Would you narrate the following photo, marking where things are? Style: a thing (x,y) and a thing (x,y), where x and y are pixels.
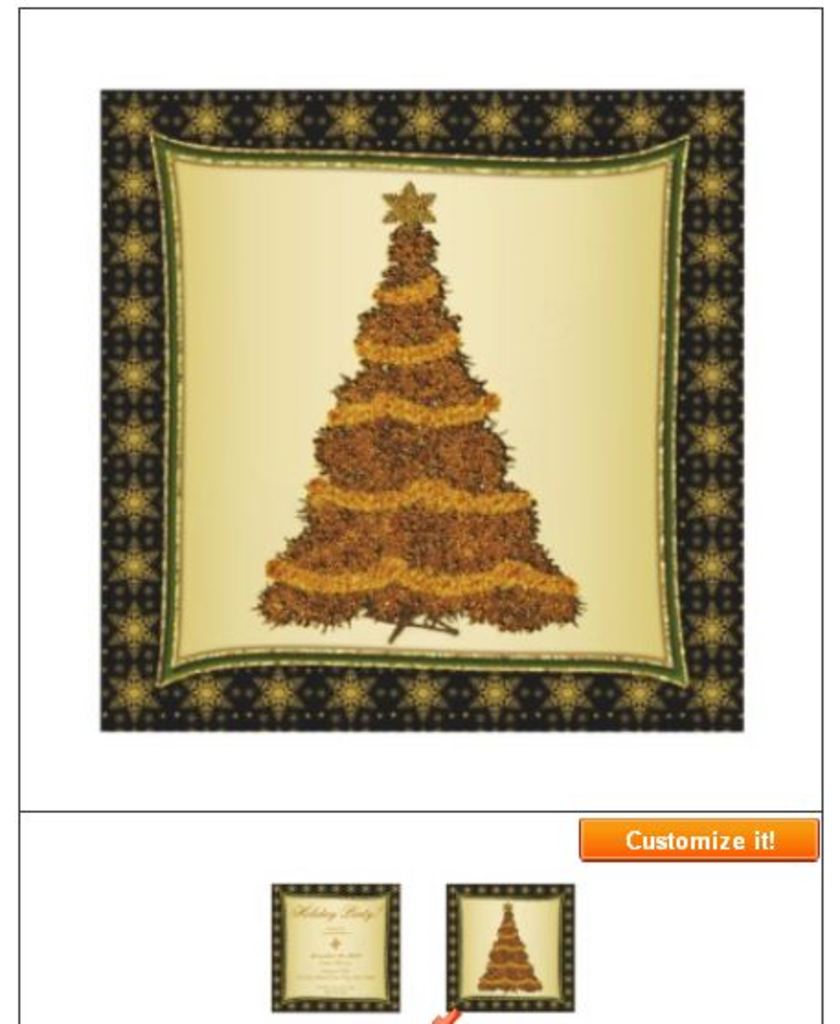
In this image I can see a frame (121,489) which is black, cream, brown and orange in color. I can see a christmas tree (417,462) which is brown and orange in color and a star (416,215) on it. I can see two other frames (378,950) to the bottom of the image (369,893) and some thing is written on the image.
